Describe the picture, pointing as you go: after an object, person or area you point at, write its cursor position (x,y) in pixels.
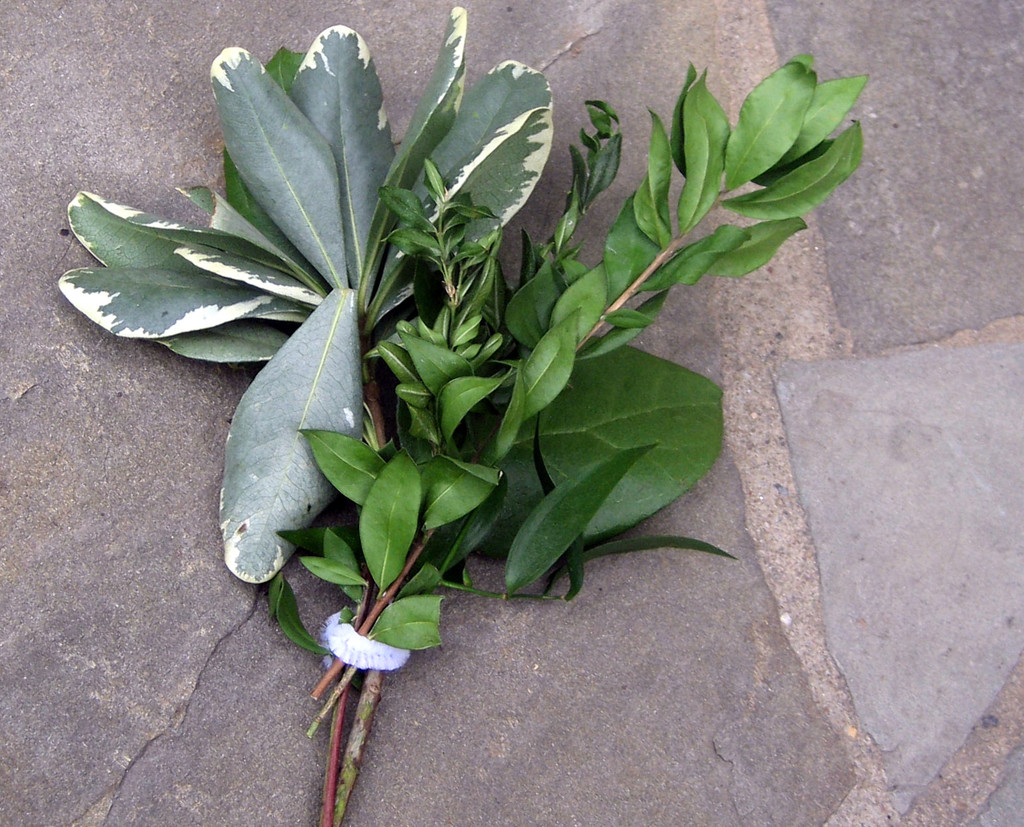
In this picture we can see there are several plants (366,466), which are tied with a white object (345,634) and the plants (366,407) are on the ground (915,184).
